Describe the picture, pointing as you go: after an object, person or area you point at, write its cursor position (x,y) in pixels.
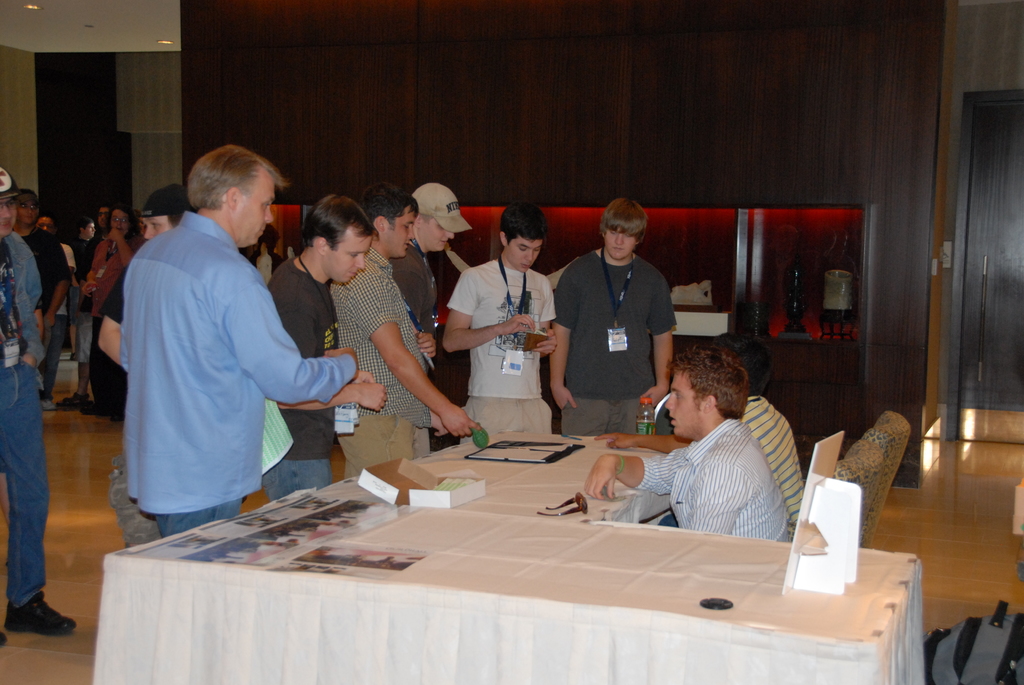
In this picture we can see all the persons (490,362) standing on the floor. We can see two men (702,472) sitting on chairs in front of a table (439,571) and on the table (495,575) we can see papers (399,551), box (479,488). This is a door (980,299). At the top (93,30) we can see ceiling (95,36) and lights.
